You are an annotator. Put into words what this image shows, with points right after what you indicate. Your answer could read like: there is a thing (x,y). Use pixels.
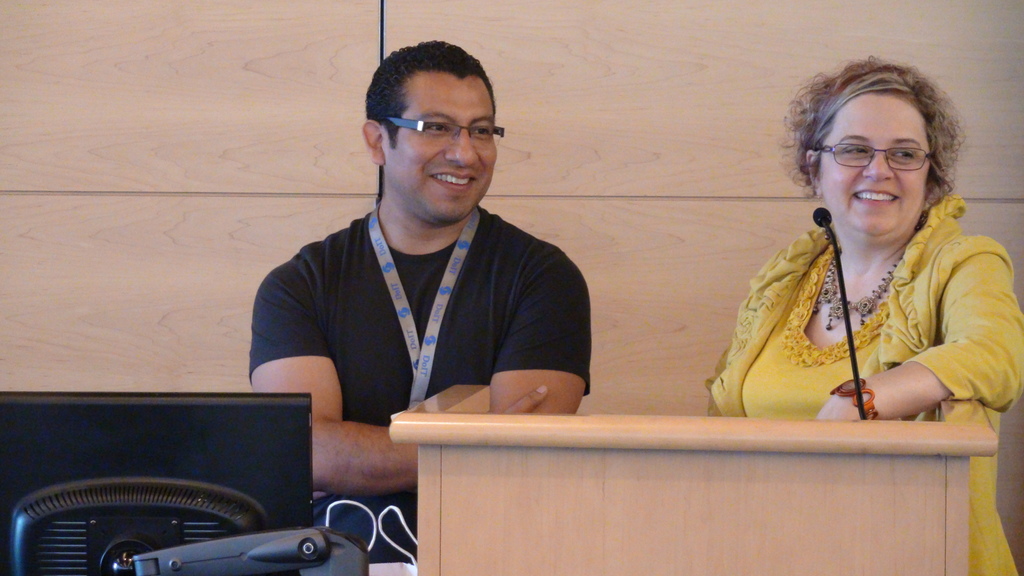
In this picture we can see a man (363,523) and a women (818,187). This is podium (542,572) and there is a mike (824,228). Here we can see a monitor (216,453). On the background (215,148) there is a wall (126,121).
